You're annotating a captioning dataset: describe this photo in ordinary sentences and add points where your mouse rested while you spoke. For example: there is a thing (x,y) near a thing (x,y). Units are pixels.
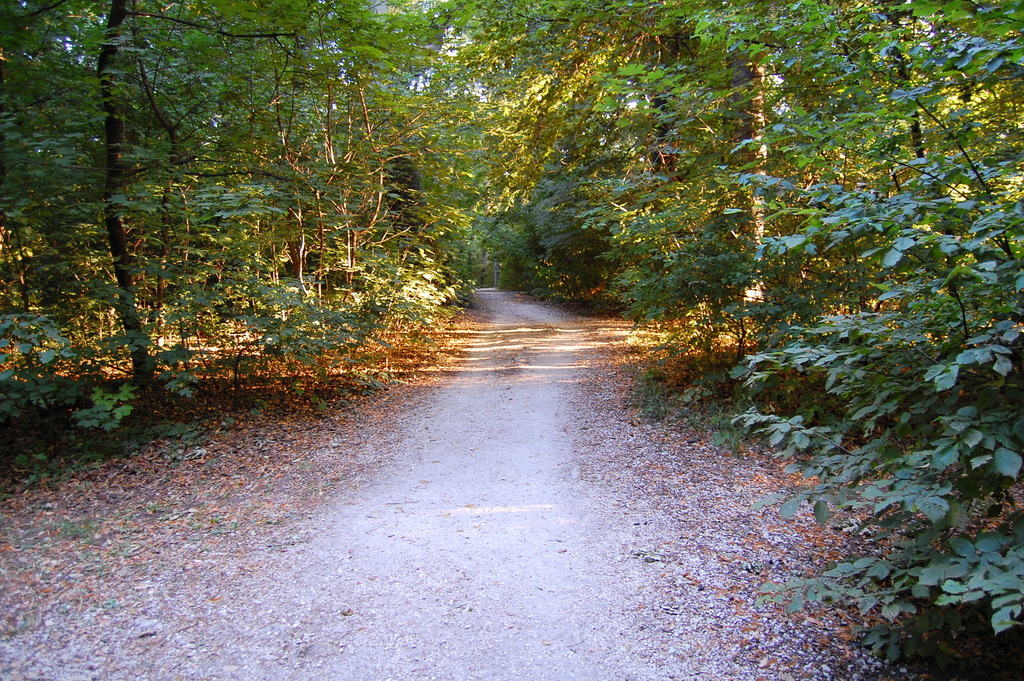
In this picture there is way (477,369) in the center of the image (528,439) and there are trees (687,337) on the right (810,441) and left side of the image (206,81).
